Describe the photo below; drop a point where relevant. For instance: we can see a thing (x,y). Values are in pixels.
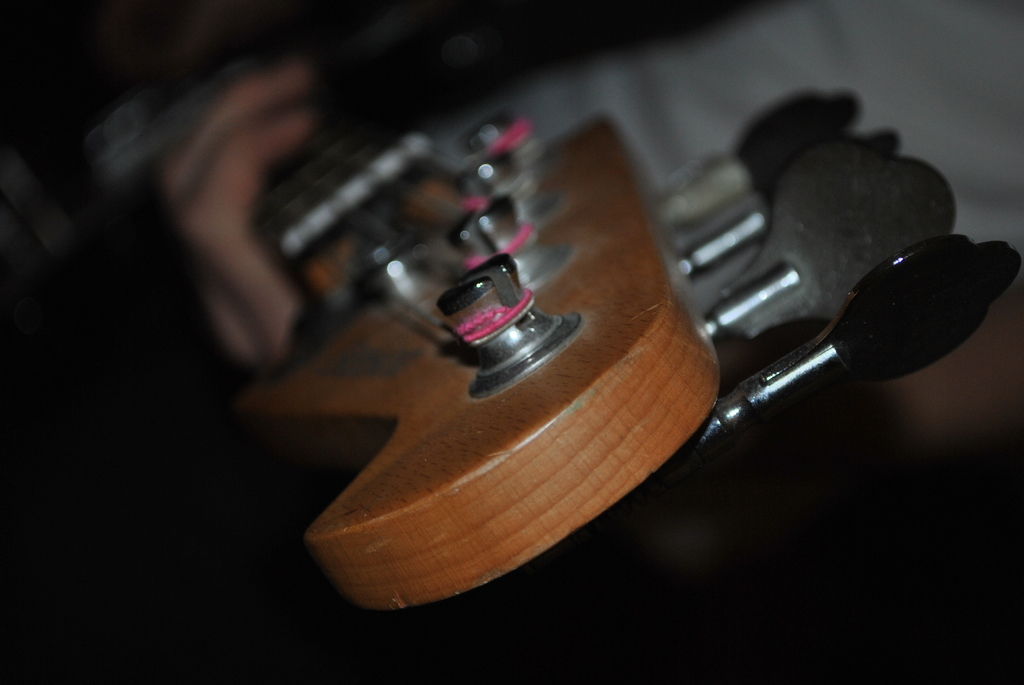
Here we can see a guitar (344,403) in close up look.
